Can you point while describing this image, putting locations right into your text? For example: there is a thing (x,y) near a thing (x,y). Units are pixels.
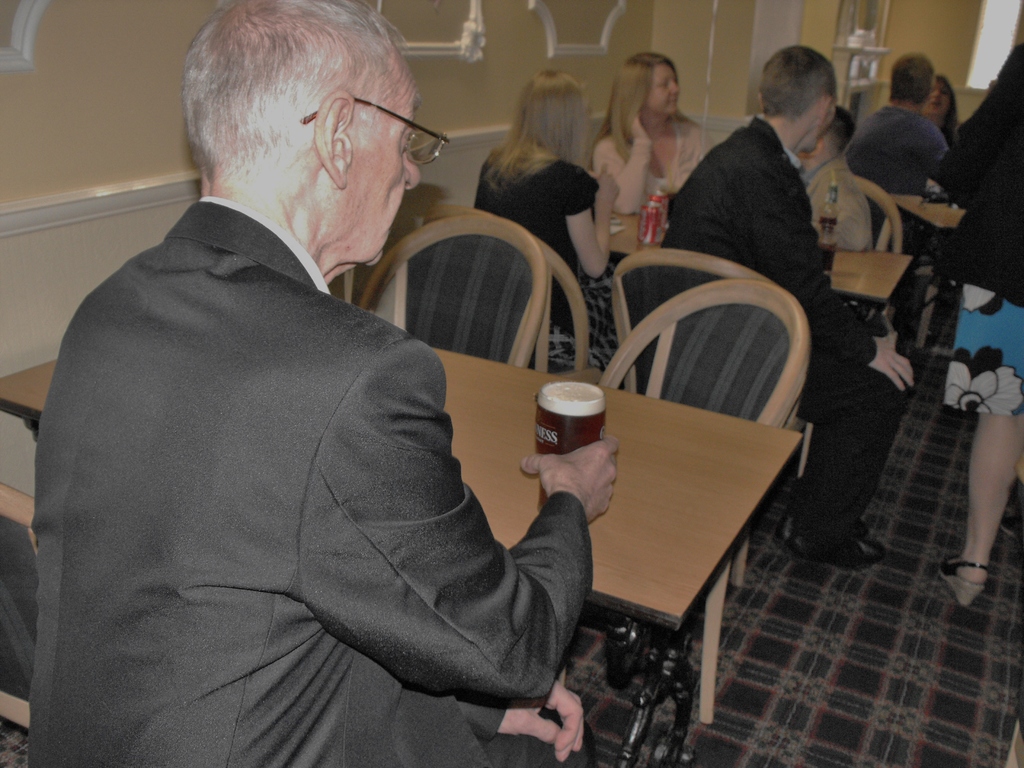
In this picture there is a man (157,351) sitting on the chair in front of the table (639,537) and holding a glass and in front of him there are some other people (519,202) sitting on the chairs (471,273) in front of the table (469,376).
